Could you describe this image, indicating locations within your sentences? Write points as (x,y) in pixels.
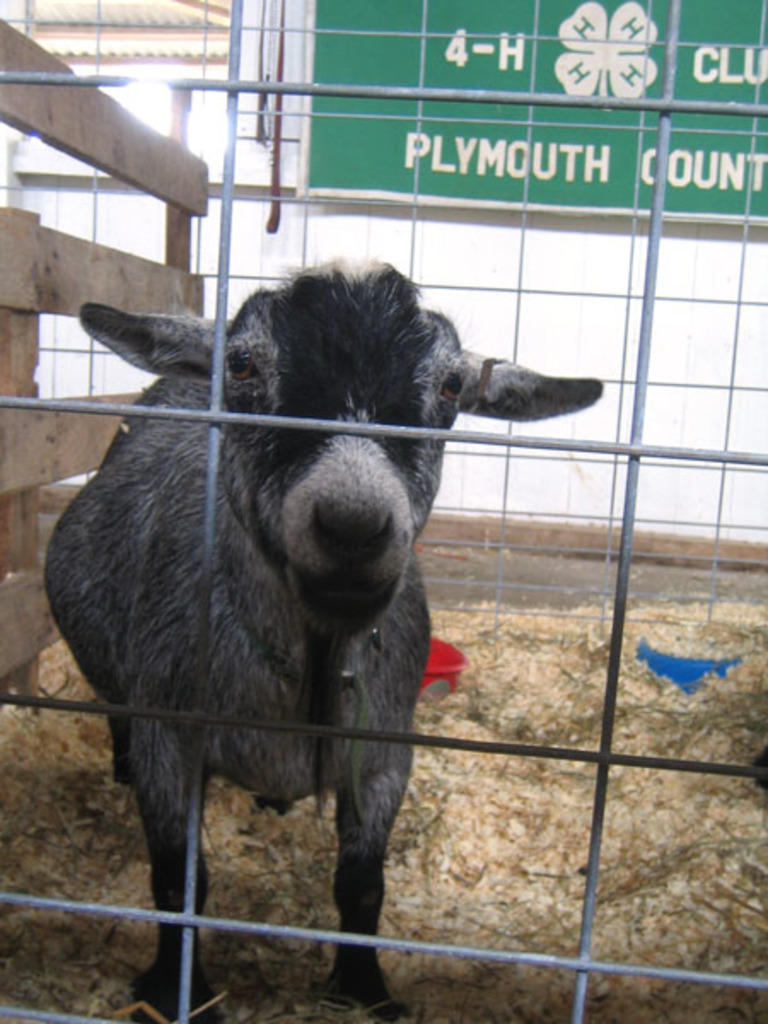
There is an animal (357,510) which is black and white in color is standing and there is a fence (24,428) around it and there is a sign (520,52) which has something (502,155) written on it in the background (517,88).
